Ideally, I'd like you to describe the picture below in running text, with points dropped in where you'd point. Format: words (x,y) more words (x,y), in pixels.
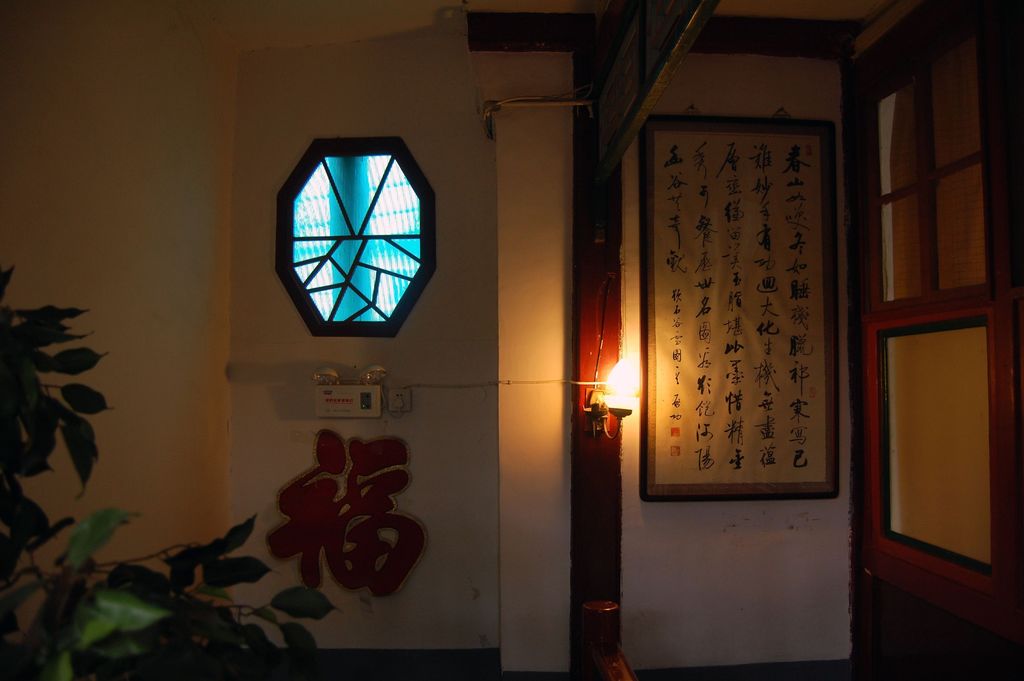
In the foreground of this image (150,619), on the left bottom (108,630), there is a plant (93,591). In the background (430,467), there is a wall (462,405), light (609,387) to the wooden pole (600,324), an octagon shaped structure (387,240) on the wall (405,89), a frame (698,408) and a wooden wall (1002,304) with windows (948,248) are on the right side (881,414).
